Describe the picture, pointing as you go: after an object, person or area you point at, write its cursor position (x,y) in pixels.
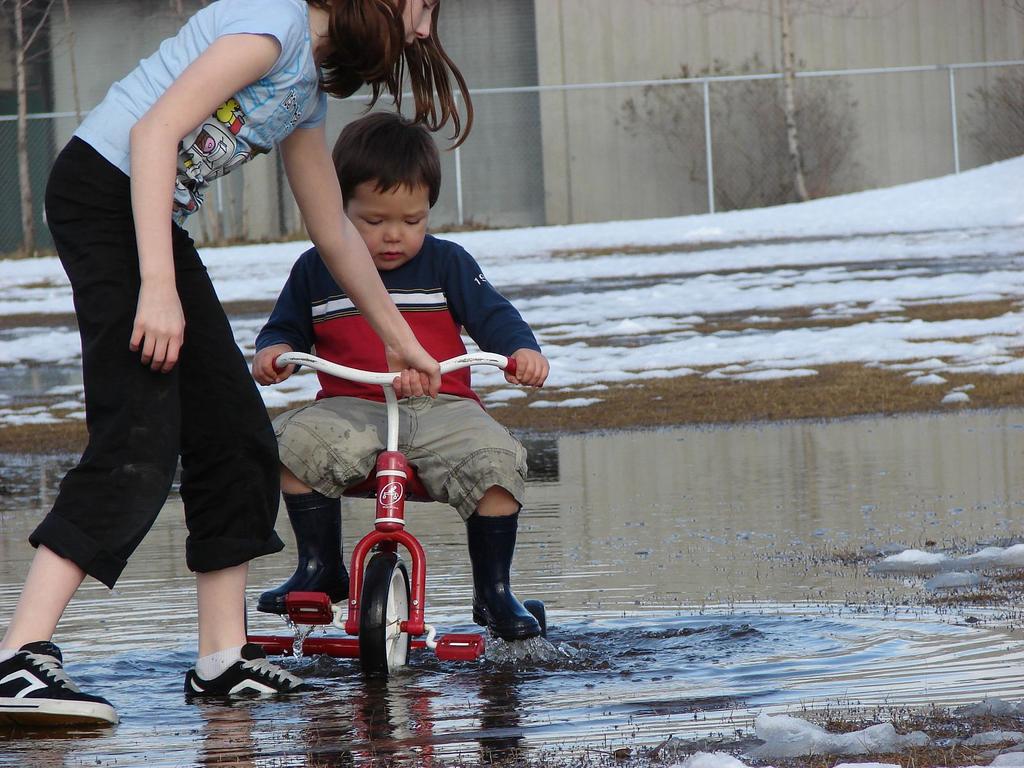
In the middle (362,349) there is a boy (416,437) he is riding tricycle (388,511) he wear t shirt (454,312), shorts (485,456) and shoes (510,620). On the left (166,215) there is a girl (189,184) she wear t shirt (258,106), trouser (206,452) and shoes (48,685), her hair (366,38) is long. In the background (623,285) there is ice (801,350), water (750,450), plant (770,147) and wall (645,63).
